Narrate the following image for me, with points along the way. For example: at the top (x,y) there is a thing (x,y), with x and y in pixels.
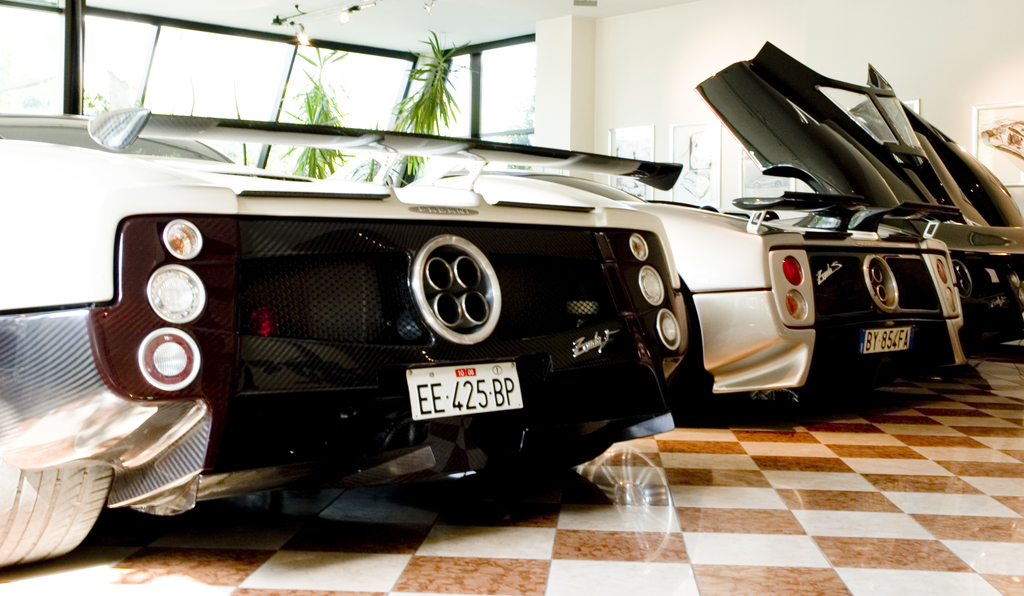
In this image I can see the vehicles (596,262) are on the floor (634,558). These vehicles (76,190) are in white and black color. I can also see the number plates (519,392) to the vehicles (537,372). In the background (331,110) there are plants (321,64) and the lights (307,41).
